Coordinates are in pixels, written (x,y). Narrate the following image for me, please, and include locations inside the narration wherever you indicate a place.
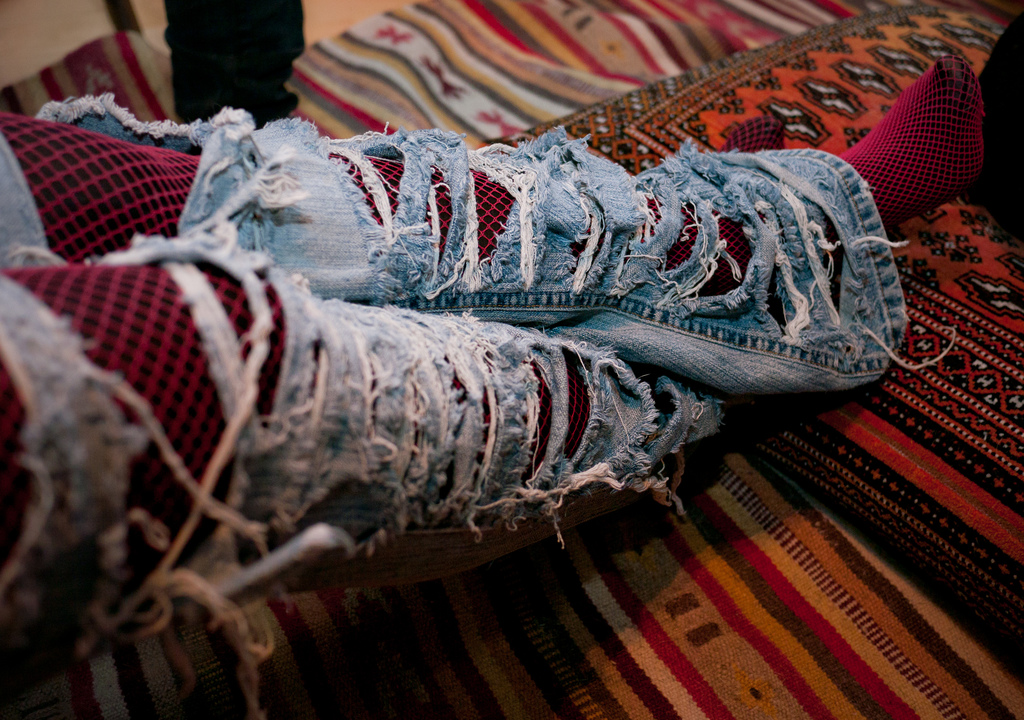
This picture shows human legs (75,140) and we see a pillow (965,528) and a carpet (780,691).
